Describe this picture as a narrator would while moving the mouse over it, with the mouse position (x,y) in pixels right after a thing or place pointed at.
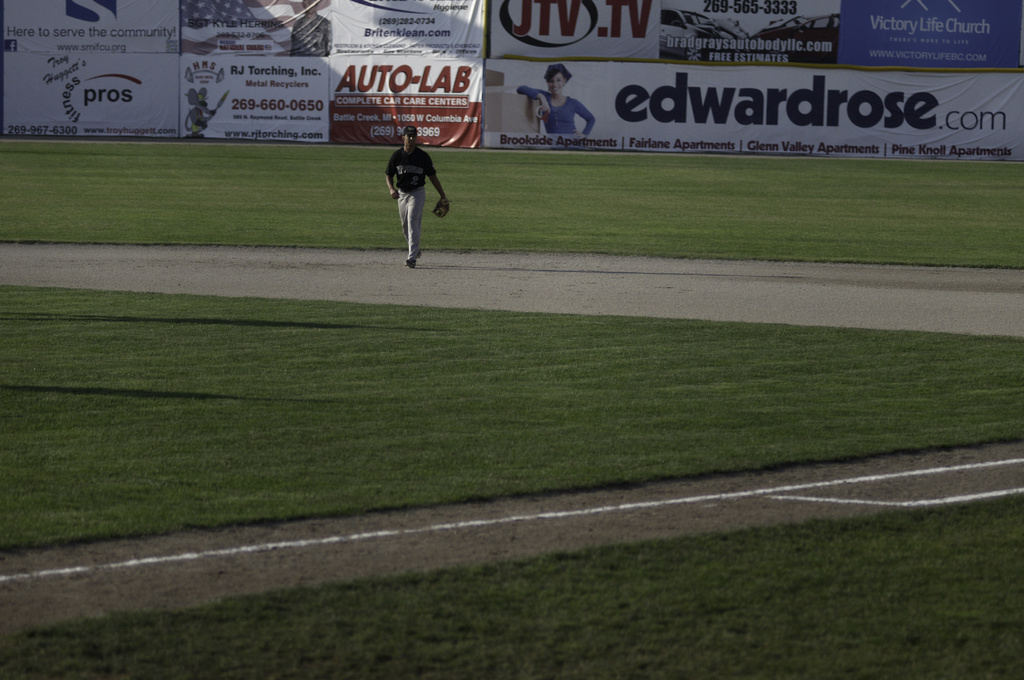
In this picture there is a man (414,198) in the center of the image (405,243) and there is grassland (5,242) at the bottom side of the image (635,587), there are posters (514,81) at the top side of the image (616,84).
